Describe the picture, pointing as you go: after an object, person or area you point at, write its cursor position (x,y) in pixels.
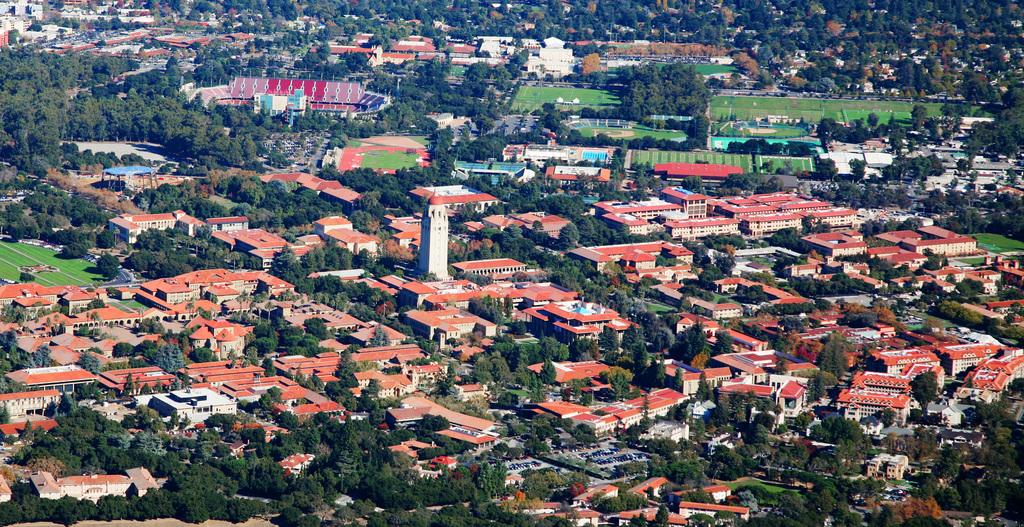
In this picture we can see a group of houses (628,407) and buildings (682,383) and in the background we can see trees (631,379).
